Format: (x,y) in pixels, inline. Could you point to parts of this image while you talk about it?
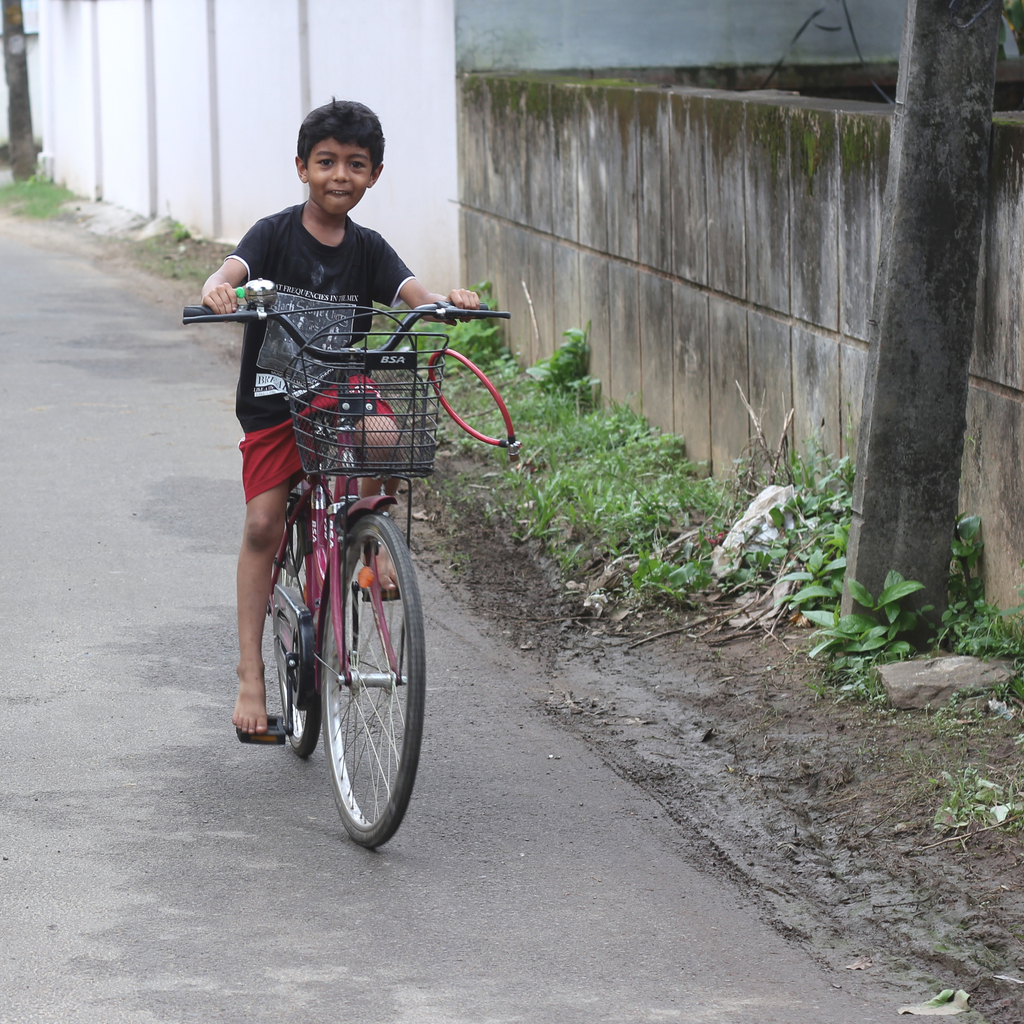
There is a boy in the center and he is riding a bicycle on the road (147,808).
